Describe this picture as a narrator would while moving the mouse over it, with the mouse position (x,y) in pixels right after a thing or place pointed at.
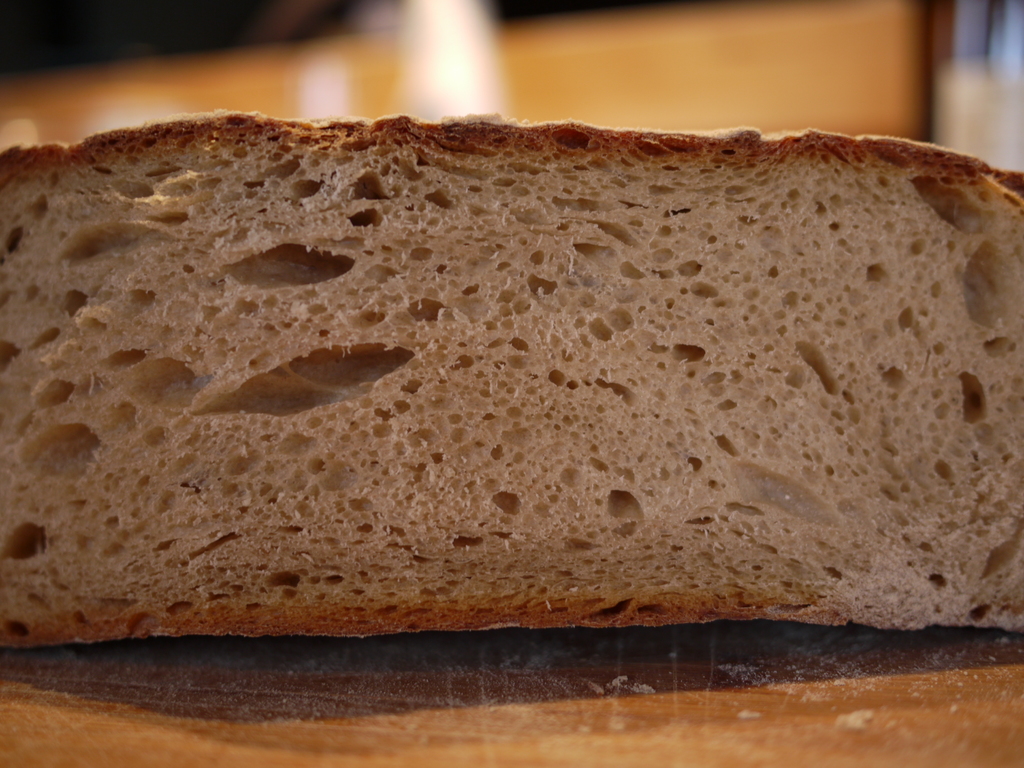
In this image we can see a bread piece (479,288) on a platform (501,763). In the background (473,67) the image is blur but we can see objects (578,108).
